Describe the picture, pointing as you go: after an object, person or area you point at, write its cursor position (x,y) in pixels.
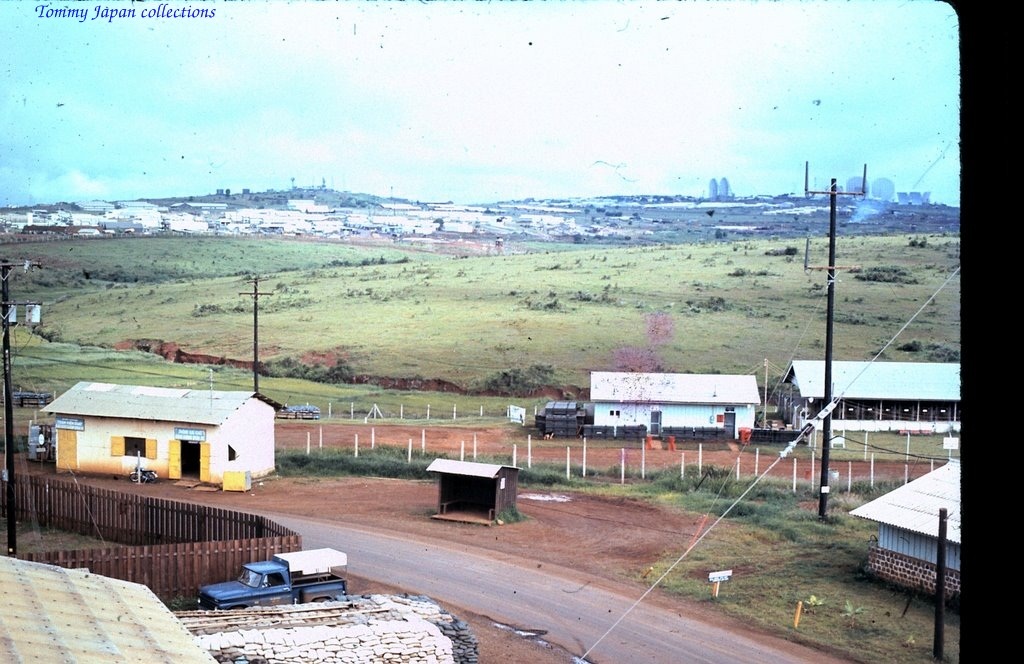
This is an edited picture. In this image there are buildings (70,630) and trees (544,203) and poles (375,403) and there is a vehicle (245,569) and there are railings (204,547). At the top (457,87) there is sky (523,78) and there are clouds (638,42) and there is text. At the bottom (910,462) there is grass (903,270) and there is ground (671,522) and there is a road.
